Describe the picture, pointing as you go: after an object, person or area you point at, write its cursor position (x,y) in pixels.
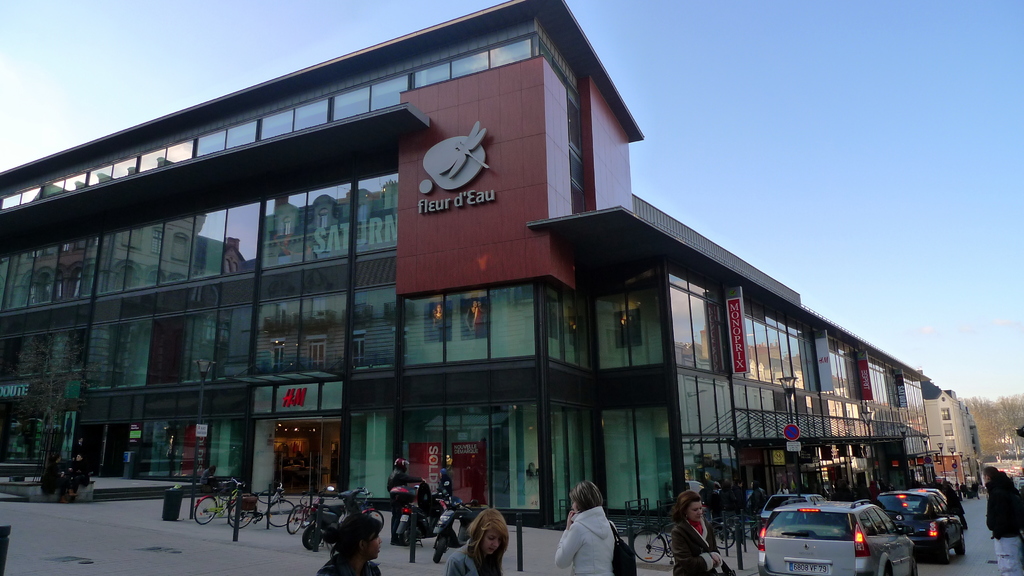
In this image there is a building (565,287) and we can see people (687,535) there are bicycles (207,495) and cars (834,537) on the road (984,532). In the background (1000,416) there are trees (972,401) and sky (776,171).
